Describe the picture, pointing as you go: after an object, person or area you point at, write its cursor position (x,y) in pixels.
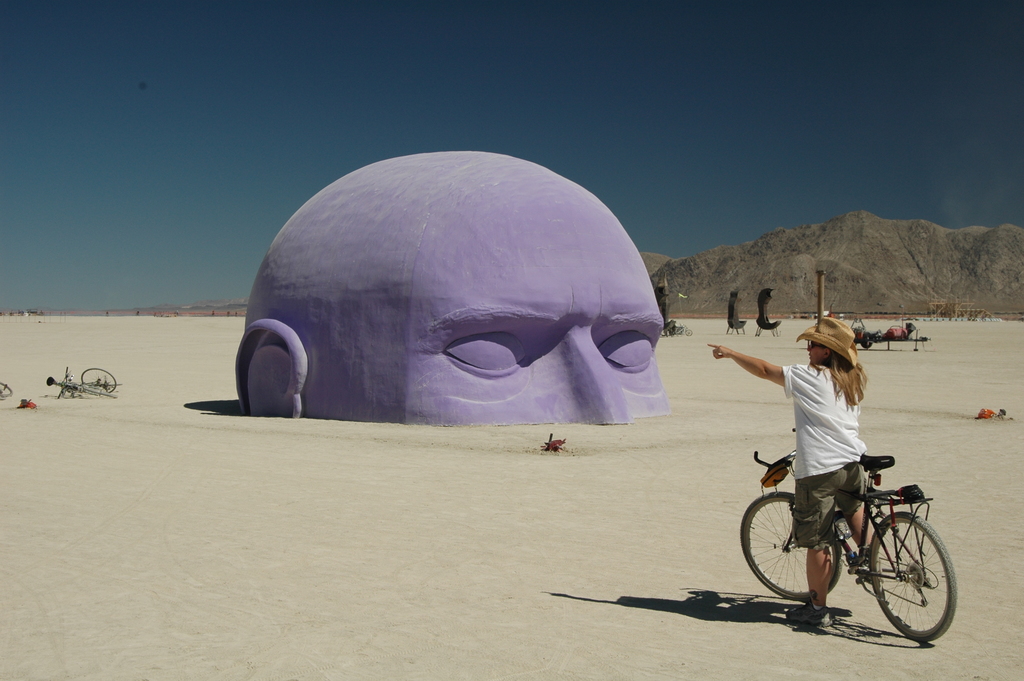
As we can see in the image there is a sky (346,86), hill (852,285), few people (805,344) here and there. On the left side (97,383) there is a bicycle (65,374). In the middle (553,415) there is a big statue (553,415) and on the right side (820,387) there is a man (820,387) wearing cream color hat (833,328), white color t shirt (815,407) and holding a bicycle (835,526).
